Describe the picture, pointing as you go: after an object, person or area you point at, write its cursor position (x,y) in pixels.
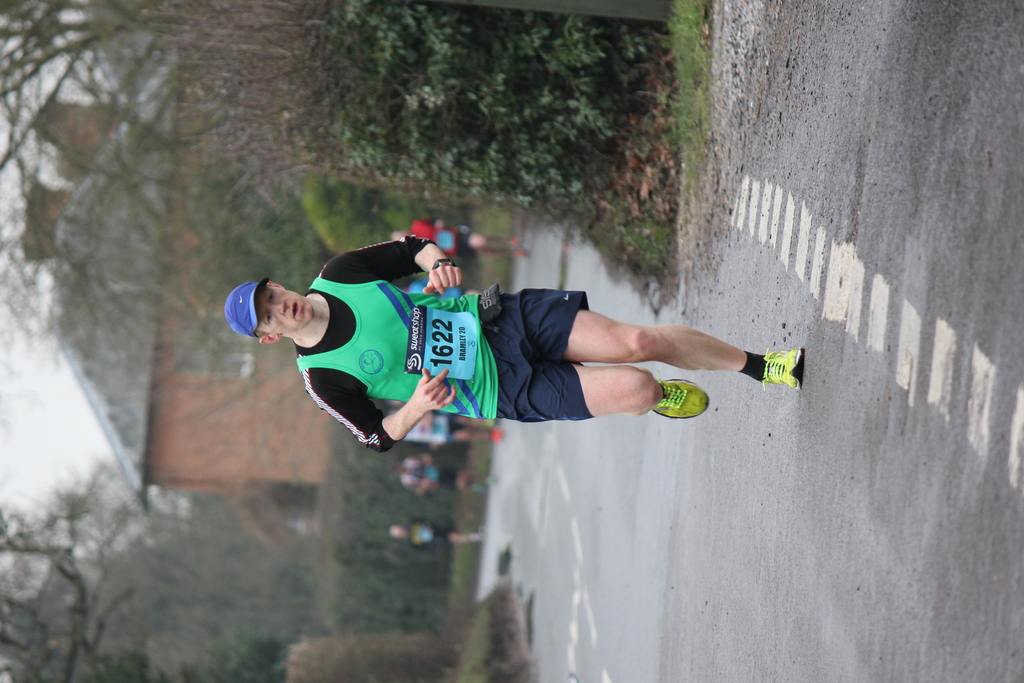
In this image I can see a person (440,327) wearing black, green and blue colored dress (488,371) is running on the road (681,426). In the background (421,481) I can see few other persons (455,481), few trees (380,466), a building (193,363) and the sky (23,434).
